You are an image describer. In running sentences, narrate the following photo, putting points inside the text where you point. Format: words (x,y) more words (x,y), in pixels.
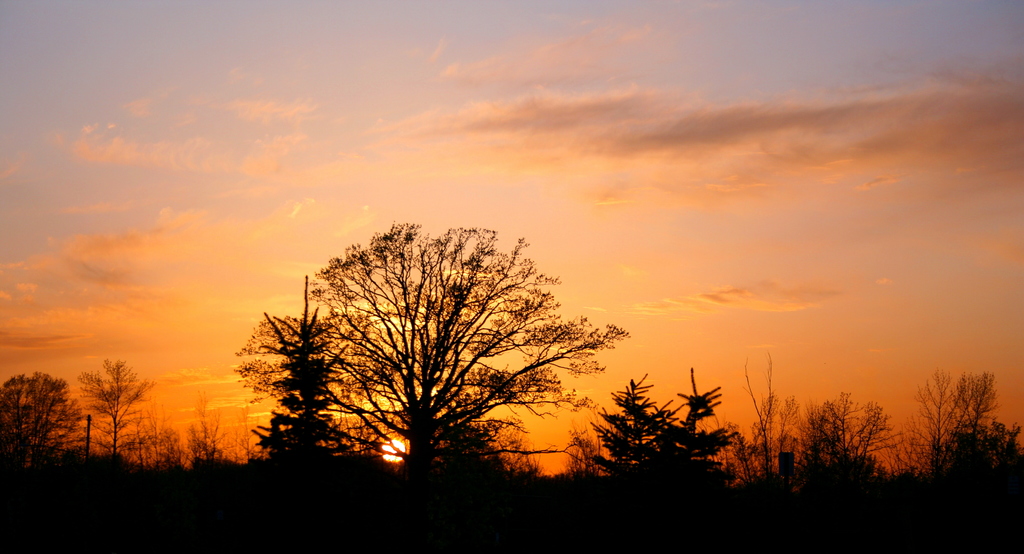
In this image, we can see the sky (982,311). At the bottom of the image (621,499), we can see trees (465,506), plants (552,495) and sun (395,451).
